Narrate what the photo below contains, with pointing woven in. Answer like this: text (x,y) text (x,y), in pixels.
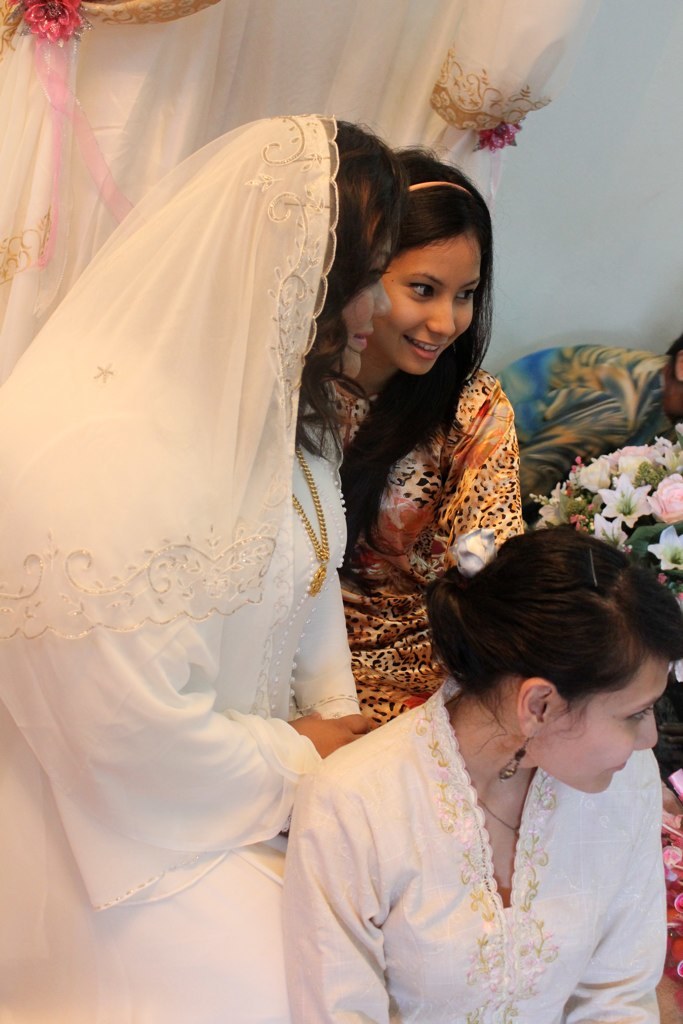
In this image I can see three people (337,533) are wearing different color dress (302,504). I can see flowers (632,481) and white color curtain (463,67). The wall (612,176) is in white color.
